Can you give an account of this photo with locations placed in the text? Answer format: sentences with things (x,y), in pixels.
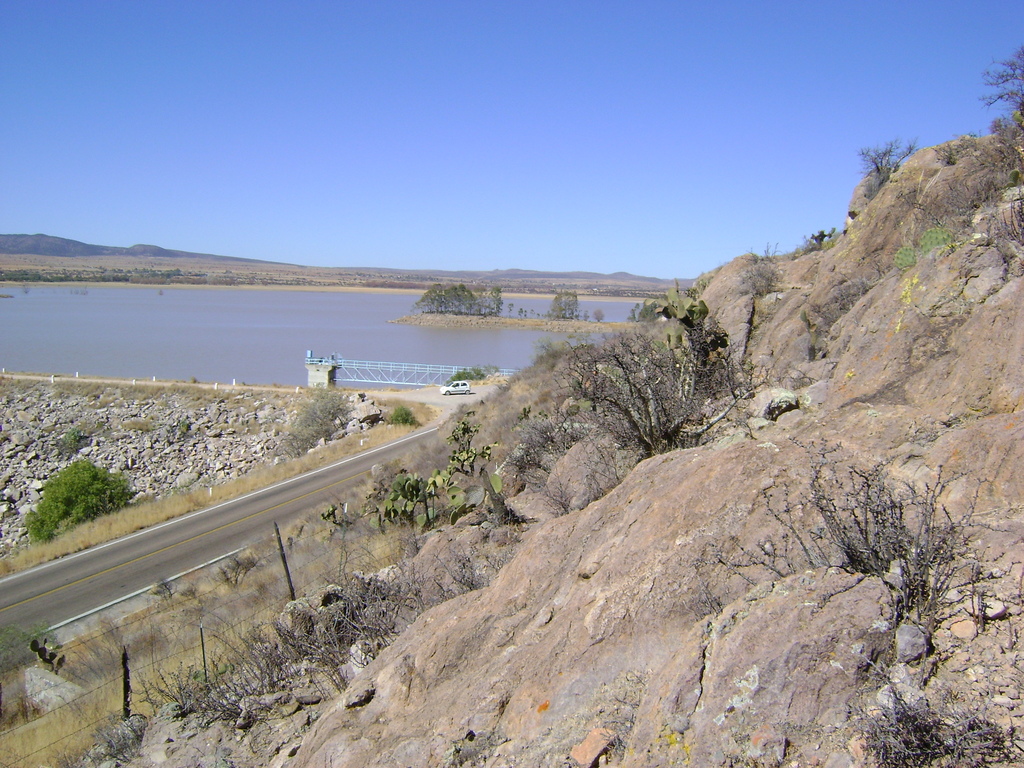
In this image I can see there is a car (446,390) on the road (444,410). And there is a bridge (449,375). And at the side there is a mountain (803,524), Trees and plants (105,692). And there are stones (177,422) and water (290,308). And at the top (504,142) there is a sky (466,170).
